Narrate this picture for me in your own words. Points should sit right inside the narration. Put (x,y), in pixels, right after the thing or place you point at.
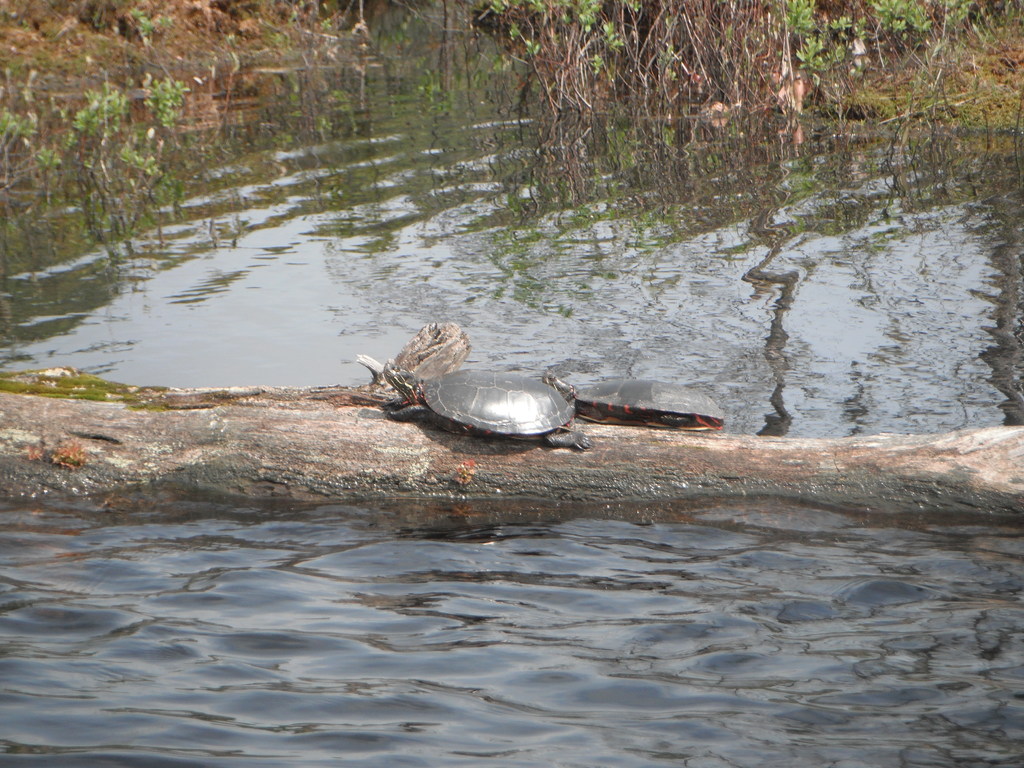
In this image I can see a tortoise (406,404) on the wooden surface (420,441), background (624,265) I can see the water (340,283) and plants (722,51) in green color.
